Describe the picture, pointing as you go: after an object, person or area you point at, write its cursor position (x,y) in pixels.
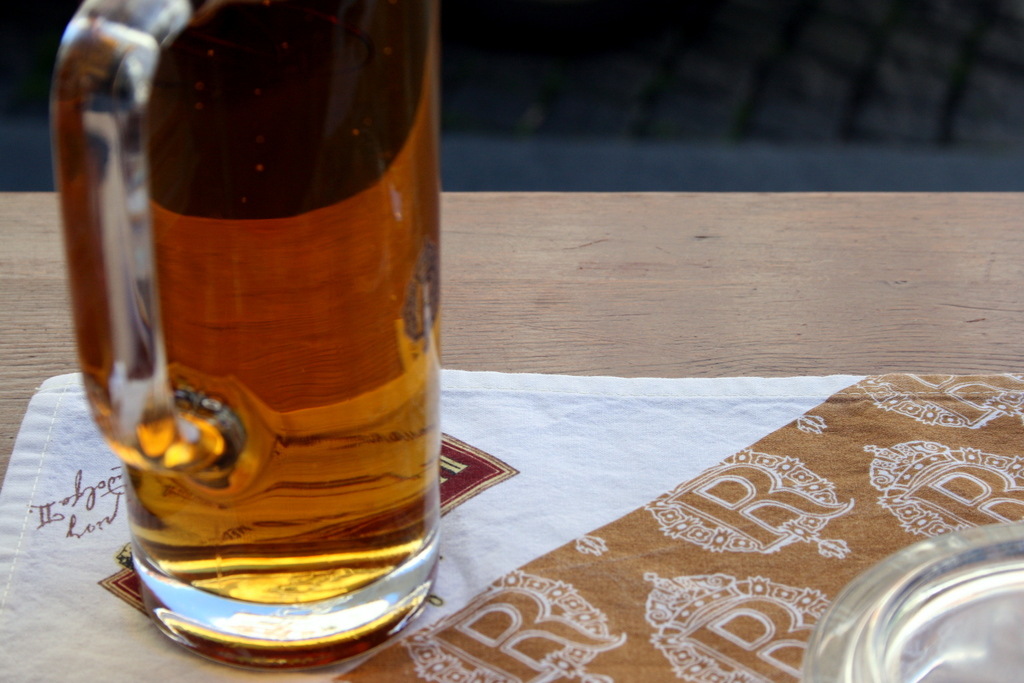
In this image we can see glass objects (255,41) and cloth (597,379) on the wooden surface (894,304).
